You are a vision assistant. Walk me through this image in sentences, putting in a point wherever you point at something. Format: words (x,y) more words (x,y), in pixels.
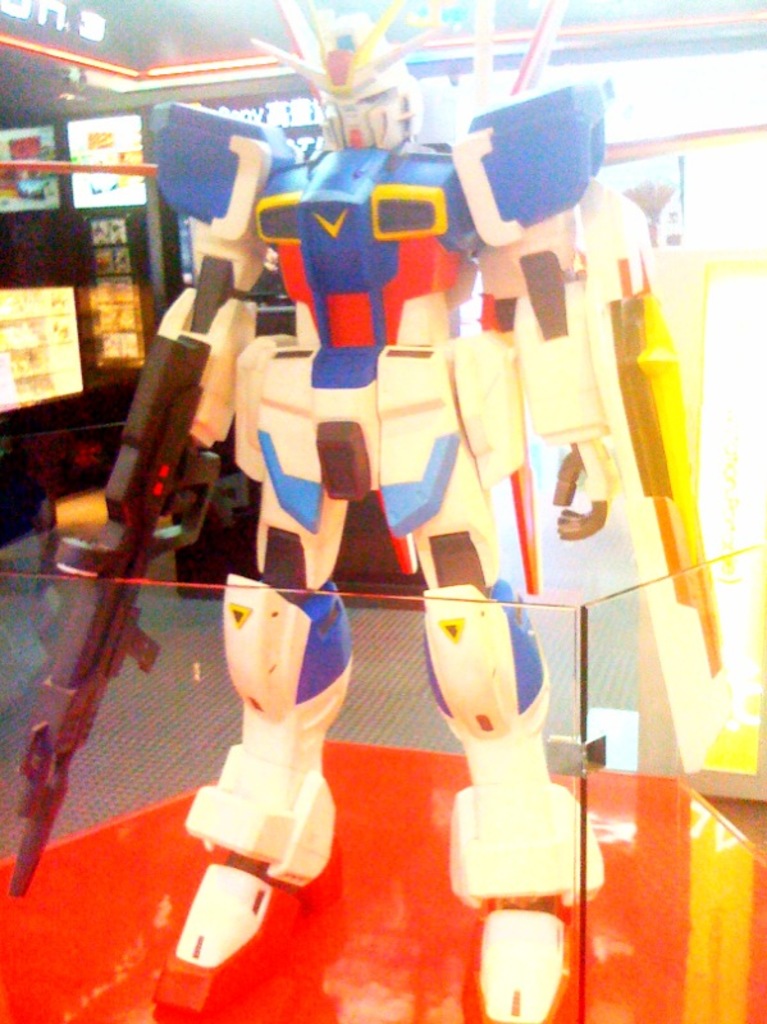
In this picture it looks like a toy robot (446,443), in the background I can see the lights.
